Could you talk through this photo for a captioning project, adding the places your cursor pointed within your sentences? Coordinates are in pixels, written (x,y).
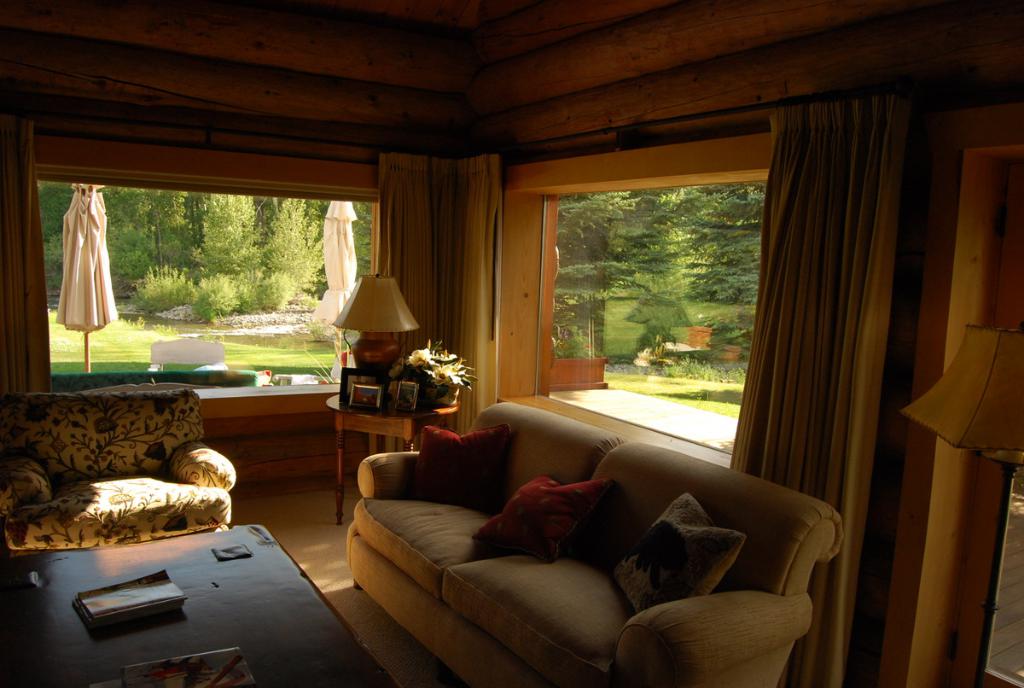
In this picture there is a couch (582,529) with pillows (471,458), a sofa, a lamp (367,337), a plant (426,389) and also a window (162,281) with a backdrop of trees (253,254) and grass (168,368) and a small water body (227,325).
